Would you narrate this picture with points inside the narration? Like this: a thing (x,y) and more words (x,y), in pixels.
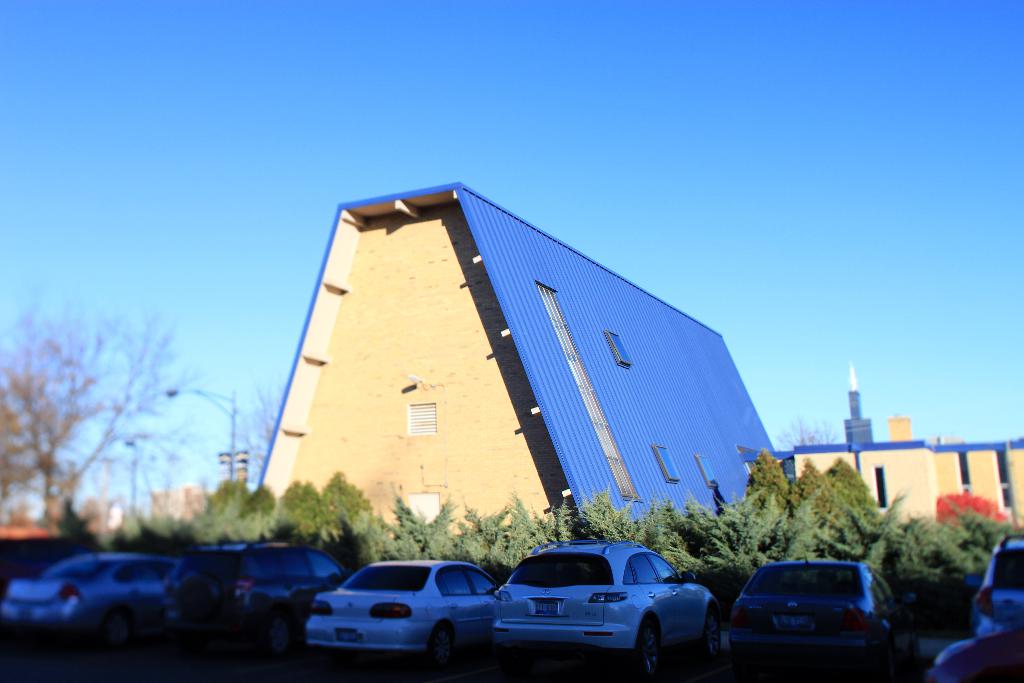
In this image I can see the buildings (483,509), windows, trees (905,532), light poles (233,452) and few vehicles (579,639). The sky (622,208) is in blue and white color.
